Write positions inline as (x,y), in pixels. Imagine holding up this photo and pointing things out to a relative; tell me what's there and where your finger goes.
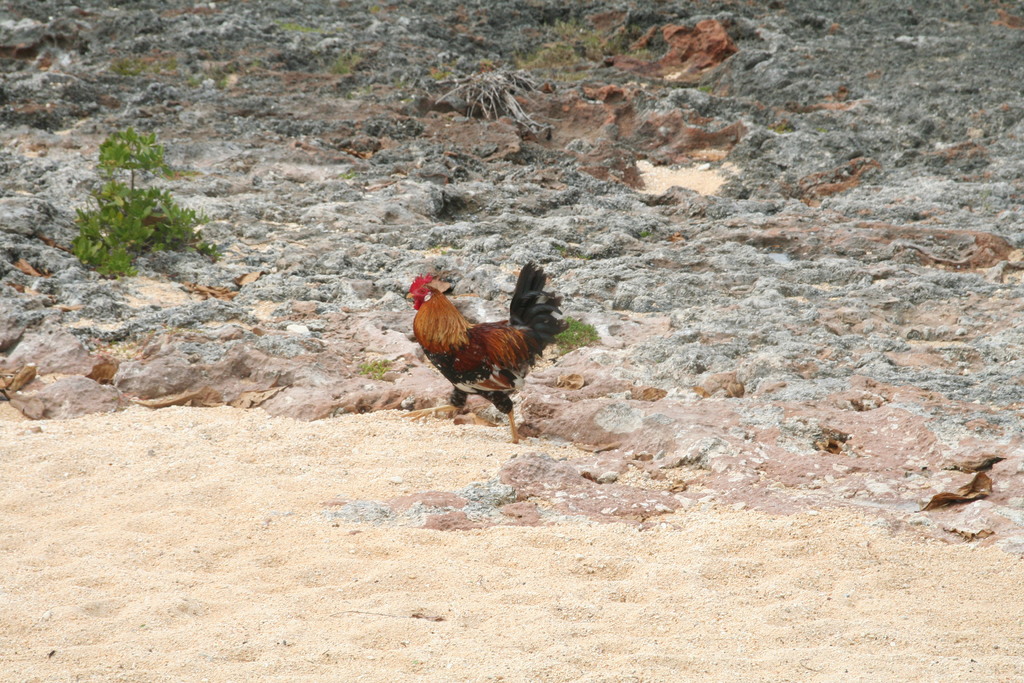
In this picture we can see a hen (440,346) on the sand (444,429). Behind the hen (438,322) there are plants (138,231) and rocks (424,237).
